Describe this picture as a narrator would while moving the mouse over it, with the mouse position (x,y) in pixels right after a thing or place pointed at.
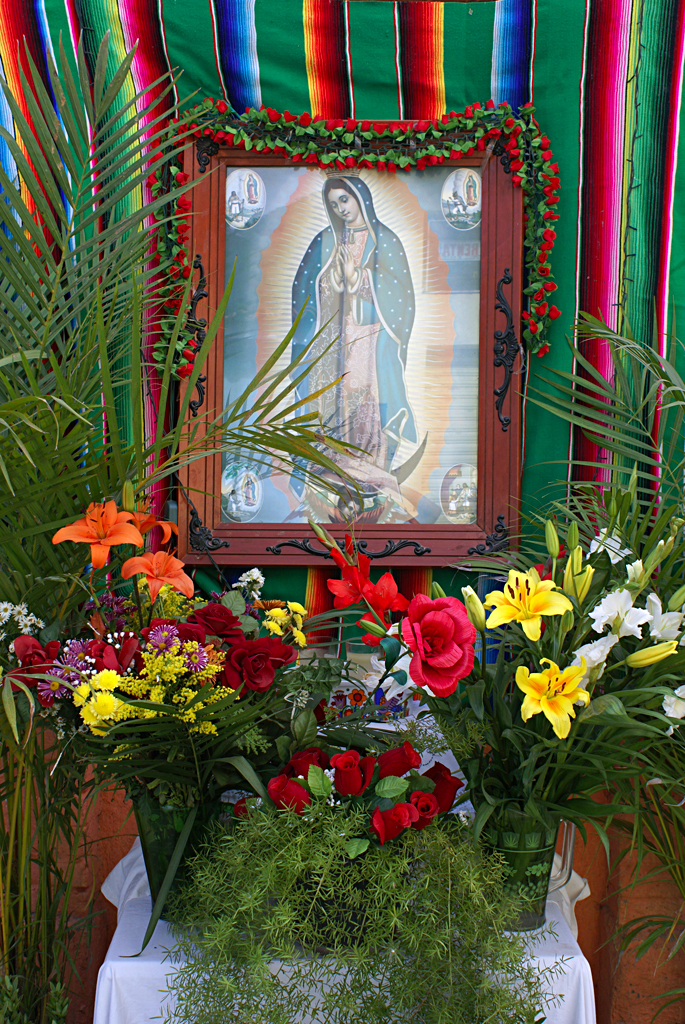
In this image there are flowers (425,773), a table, a photo frame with a garland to it, and in the background (254,34) there is a light rope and a cloth (507,53).
